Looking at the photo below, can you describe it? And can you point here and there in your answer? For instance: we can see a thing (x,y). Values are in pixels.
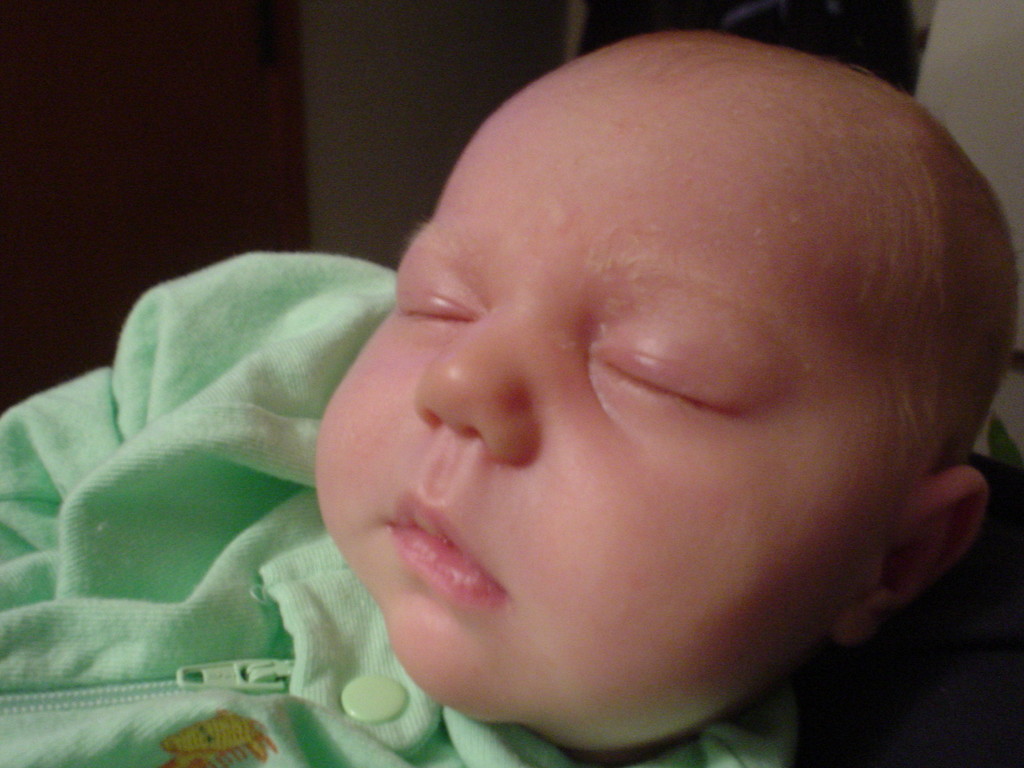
In the image we can see a baby (566,471) sleeping and the baby (312,621) is wearing clothes (142,590). The clothes (230,475) are pale green in color.
